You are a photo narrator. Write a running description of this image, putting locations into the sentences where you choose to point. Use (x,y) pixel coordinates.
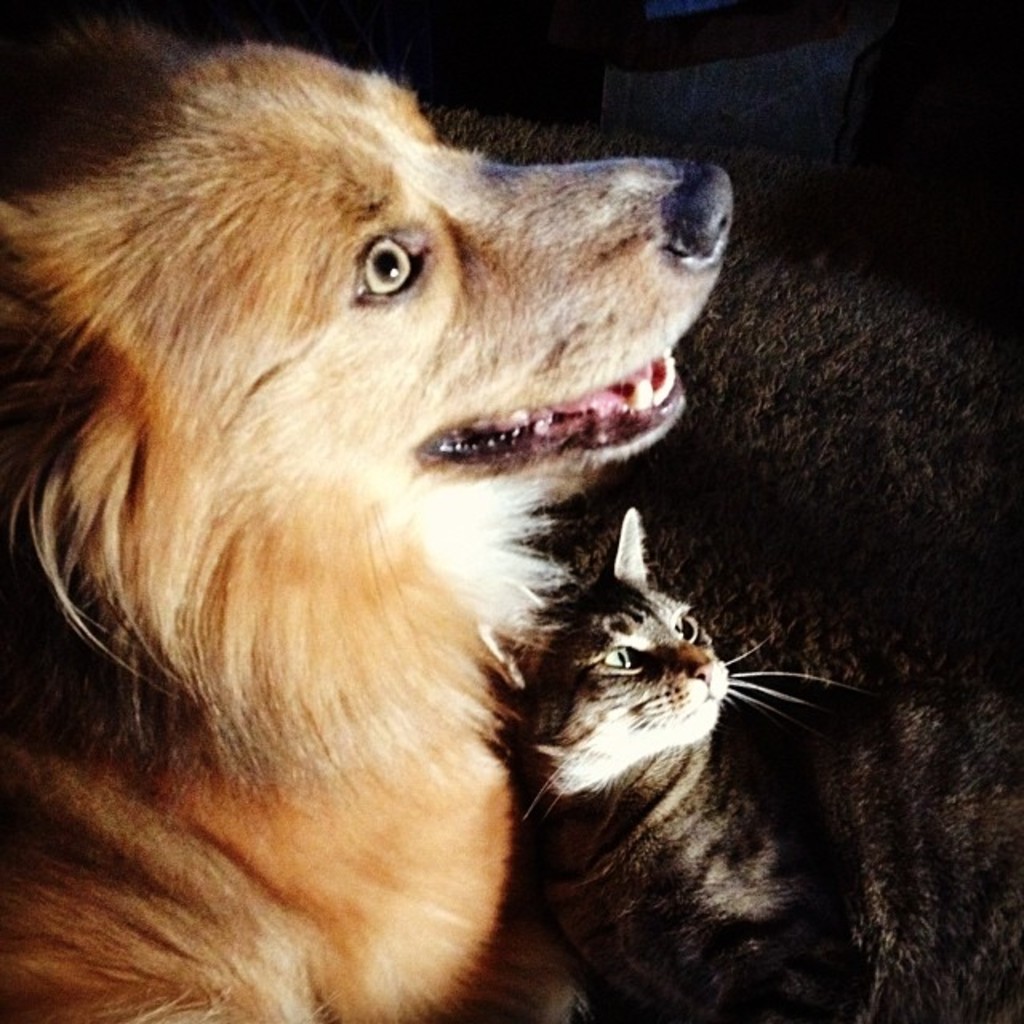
In this image we can see the animals (433,562) on the ground (838,459) and dark background (734,122).
